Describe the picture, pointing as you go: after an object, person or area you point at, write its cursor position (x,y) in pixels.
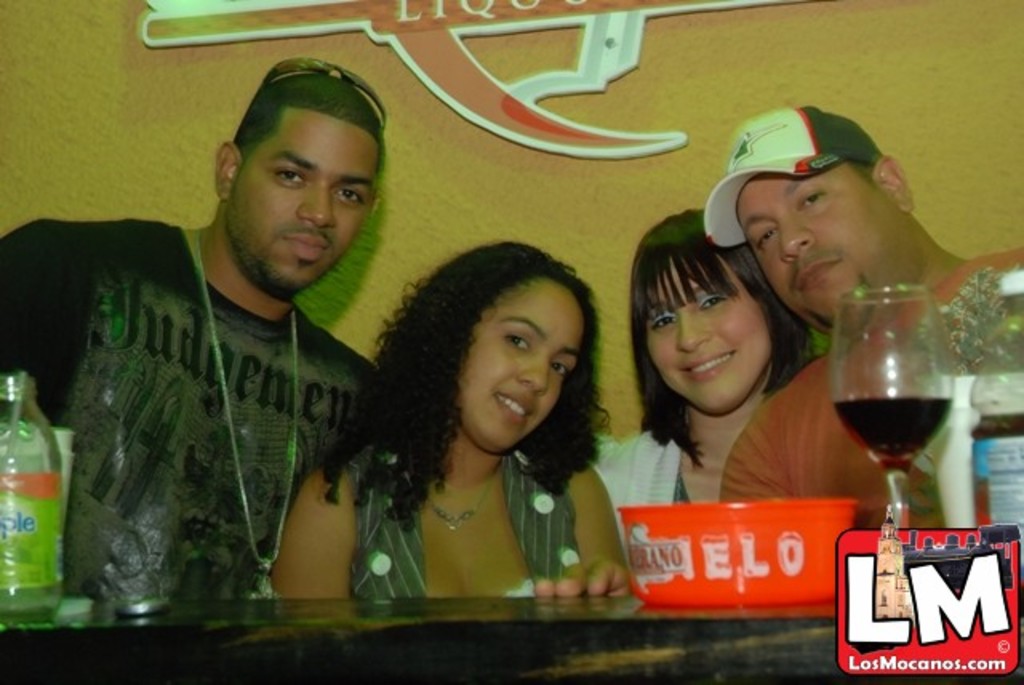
In this picture there are people (656,481) and we can see bottles (1021,300), glass (893,401) with drink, bowl (835,524) and objects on the platform (621,610). In the background of the image (414,245) we can see a board (265,23) on the wall (441,203). In the bottom right side of the image (859,573) we can see a logo (839,583).
